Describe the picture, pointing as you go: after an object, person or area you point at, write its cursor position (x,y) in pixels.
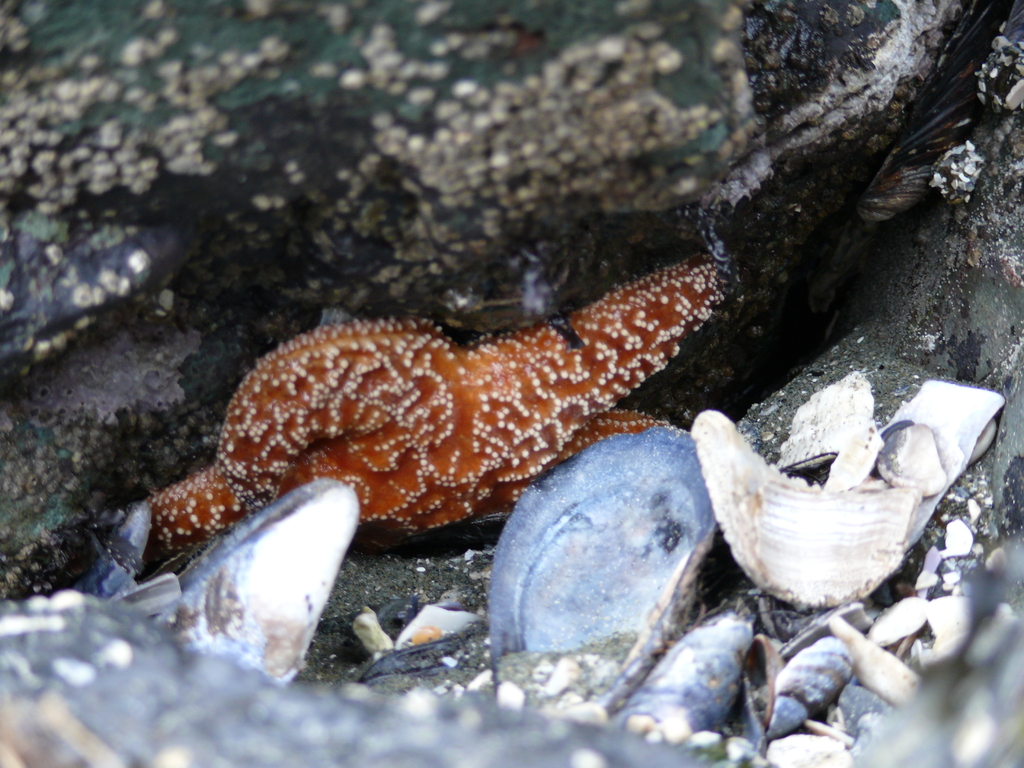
In this image I can see a starfish (424,448) and shells (591,606).
